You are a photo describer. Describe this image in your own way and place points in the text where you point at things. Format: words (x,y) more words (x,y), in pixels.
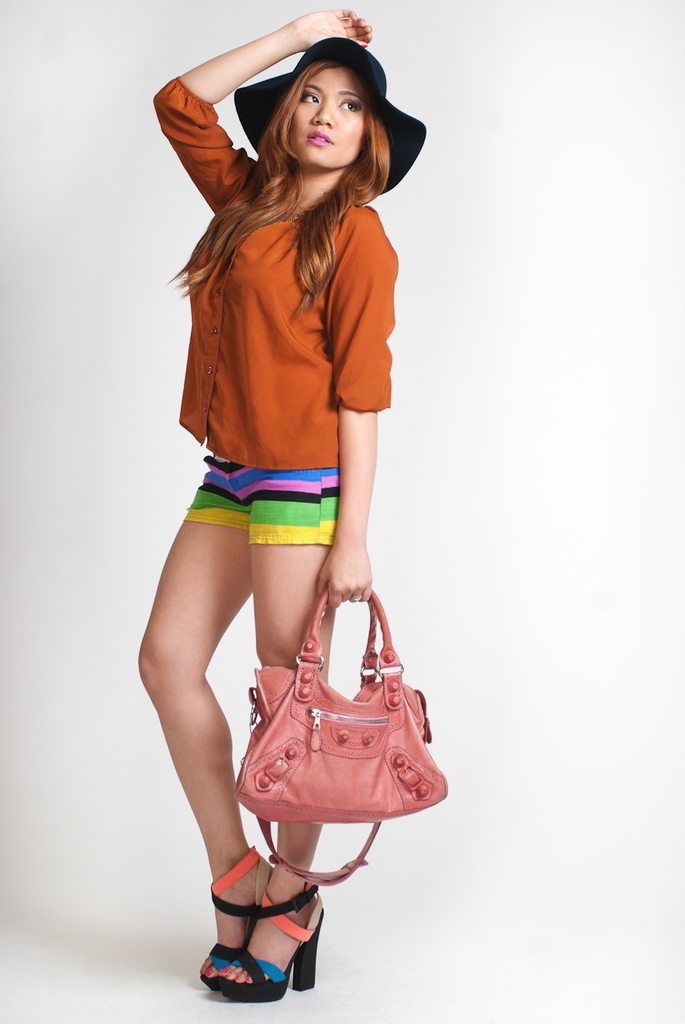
In this picture we can see a woman (306,38) standing, holding a peach colour hand bag (355,729) in her hand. Her hair (369,178) color is golden brown in color. She is wearing a hat (404,122) which is black in colour. She is wearing an orange colour shirt (269,361).
